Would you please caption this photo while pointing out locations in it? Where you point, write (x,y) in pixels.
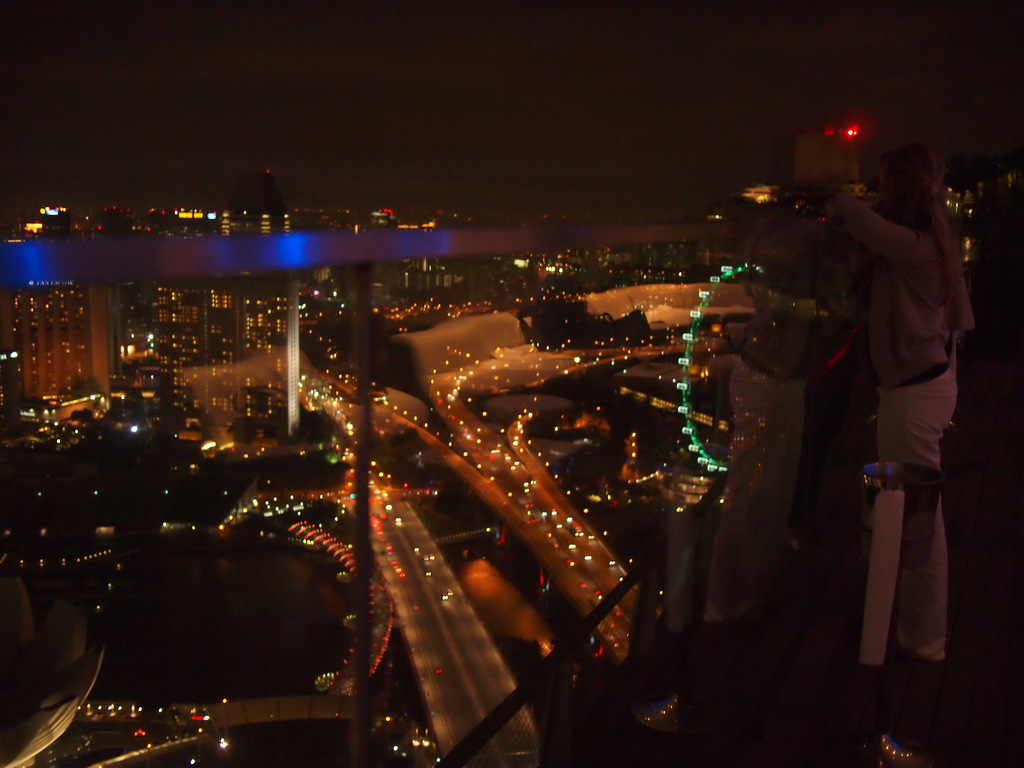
This image is clicked outside. There are vehicles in the middle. There is a person (899,246) standing on the right side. There are so many lights (51,353) in the middle (668,284).
